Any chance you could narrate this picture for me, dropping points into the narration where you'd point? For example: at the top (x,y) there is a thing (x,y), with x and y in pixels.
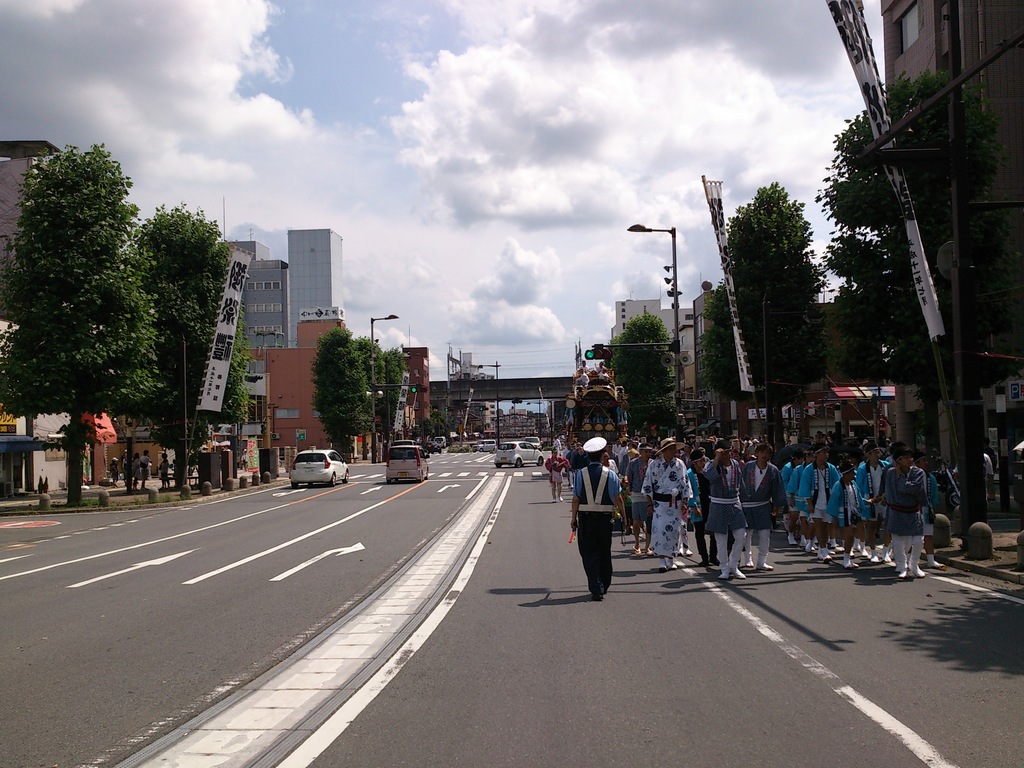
In this image in the right (702,448) people (595,497) are walking on the road (571,546). On the road (362,581) there are few vehicles (334,483) moving. On both sides of the road (475,478) there are buildings (860,420), trees (650,321), banners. There is a bridge (493,397). The sky (517,412) is cloudy.
